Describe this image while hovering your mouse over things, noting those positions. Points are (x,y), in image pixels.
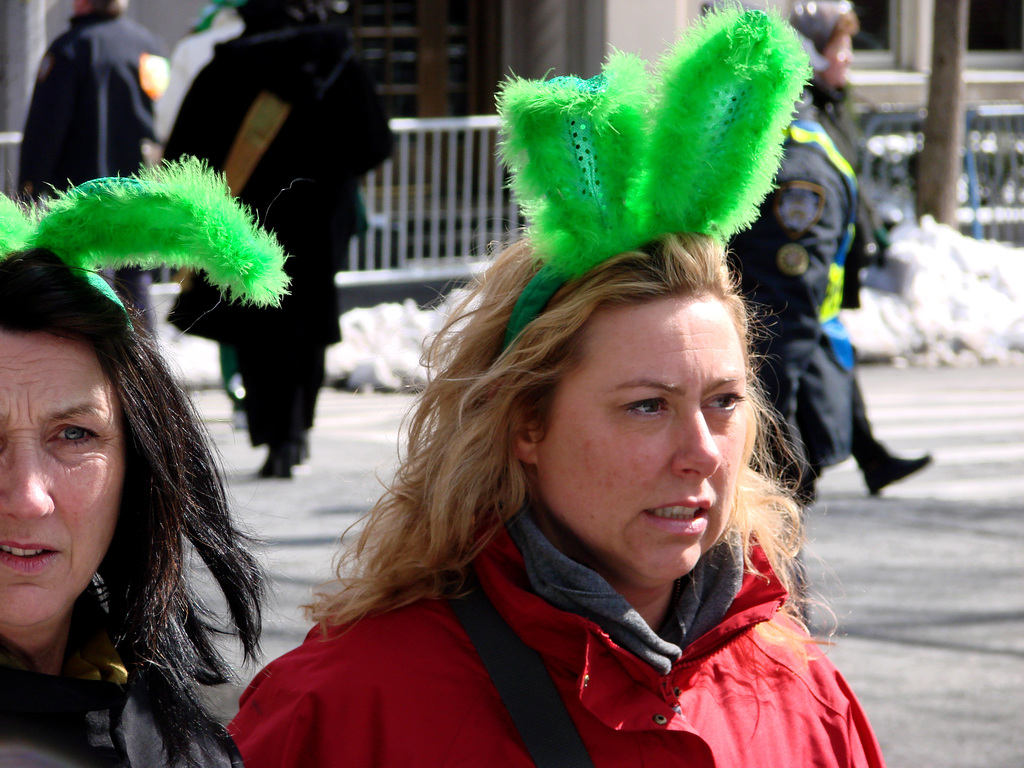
In this image there are persons (421,627) truncated towards the bottom of the image (100,519), there is a person (119,414) truncated towards the left of the image (27,441), there are persons (341,98) truncated towards the top of the image (246,40), there are persons (812,326) walking on the road (932,529), there is an object (362,315) on the road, there is an object (905,280) is truncated towards the right of the image (970,279), there is a fencing (455,160) truncated, there is a pole (947,93) truncated towards the top of the image (956,45), there is a wall (630,38) truncated towards the top of the image (631,35).
